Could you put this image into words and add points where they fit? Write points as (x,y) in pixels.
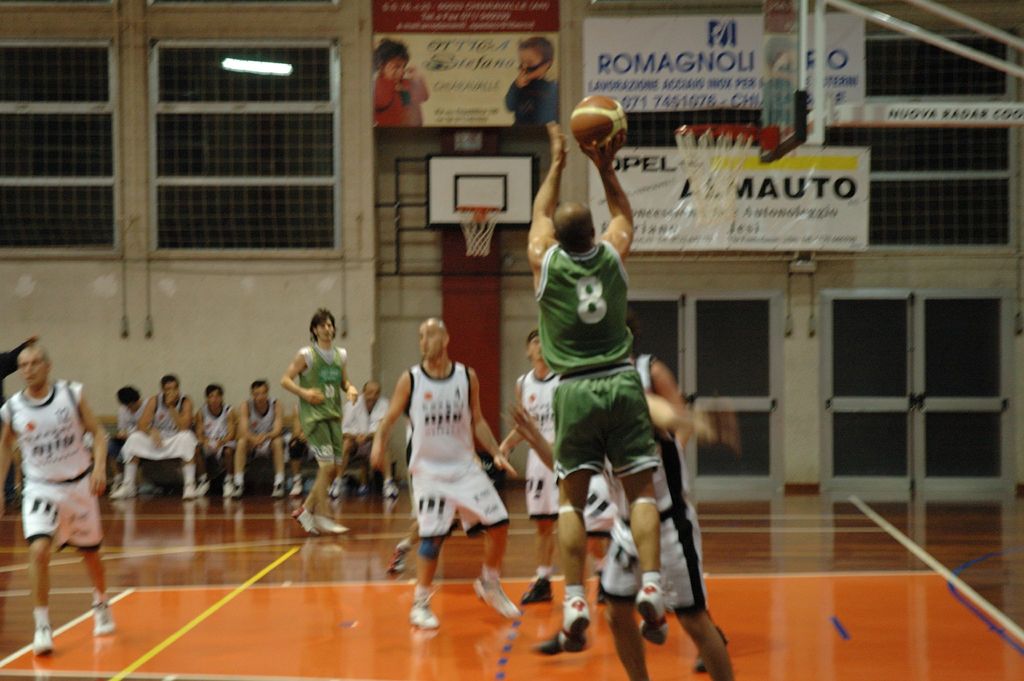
In this image I see number of men (379,391) in which these men (366,426) are sitting over here and I see that all of them are wearing jerseys (66,419) and I see that this man (554,335) is holding a ball (607,133) and I see the basketball court (283,673). In the background (342,290) I see the wall (368,201) and I see boards (765,186) over here on which something is written and I see the basket (488,218) over here and I see the light (279,68) over here.
